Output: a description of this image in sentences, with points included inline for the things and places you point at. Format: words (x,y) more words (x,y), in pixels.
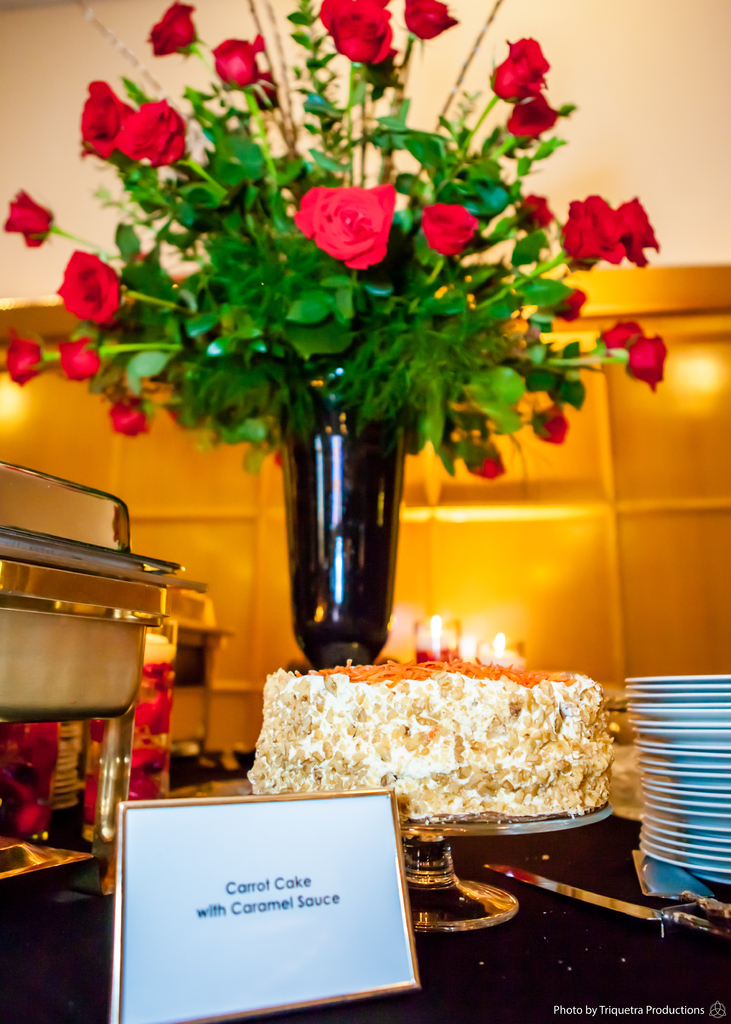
In the foreground of the picture (706,783) there are plates (701,853), name plate (366,809), cake (356,698), flowers (351,192), flower vase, bowl (41,628), glasses (46,753), knife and various objects (13,771) on the table (495,949). The background (221,532) is blurred.
